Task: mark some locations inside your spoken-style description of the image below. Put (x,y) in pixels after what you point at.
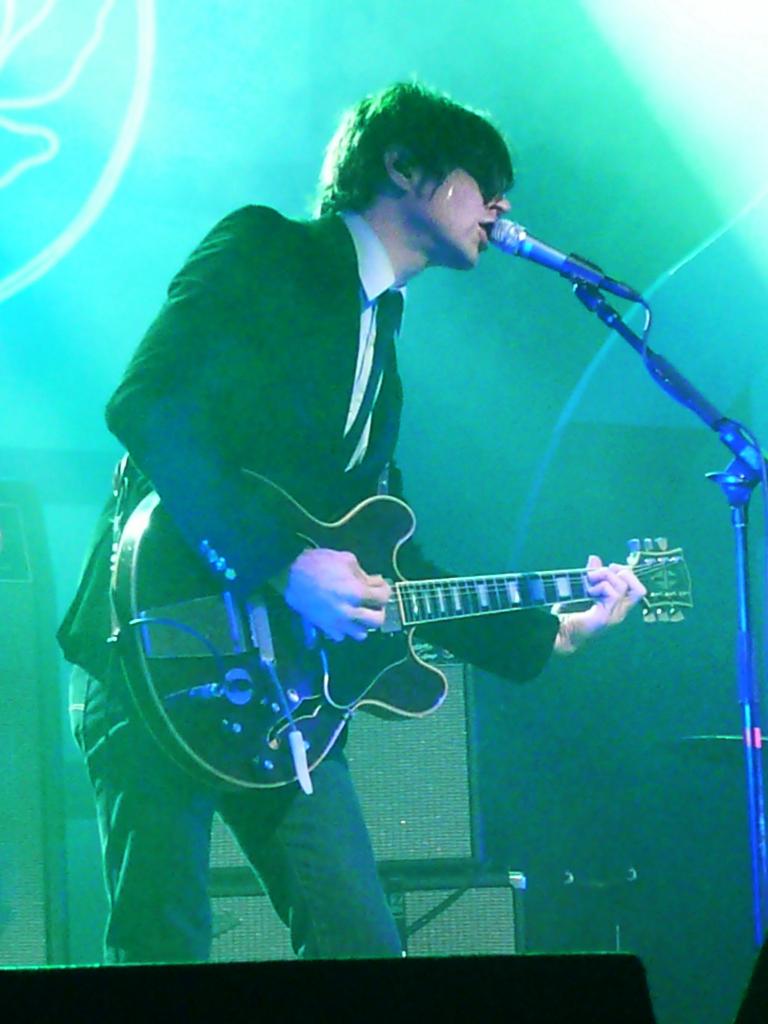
In this image I can see a person (293,403) standing in-front of the mic (503,230) and holding the guitar (355,680).
